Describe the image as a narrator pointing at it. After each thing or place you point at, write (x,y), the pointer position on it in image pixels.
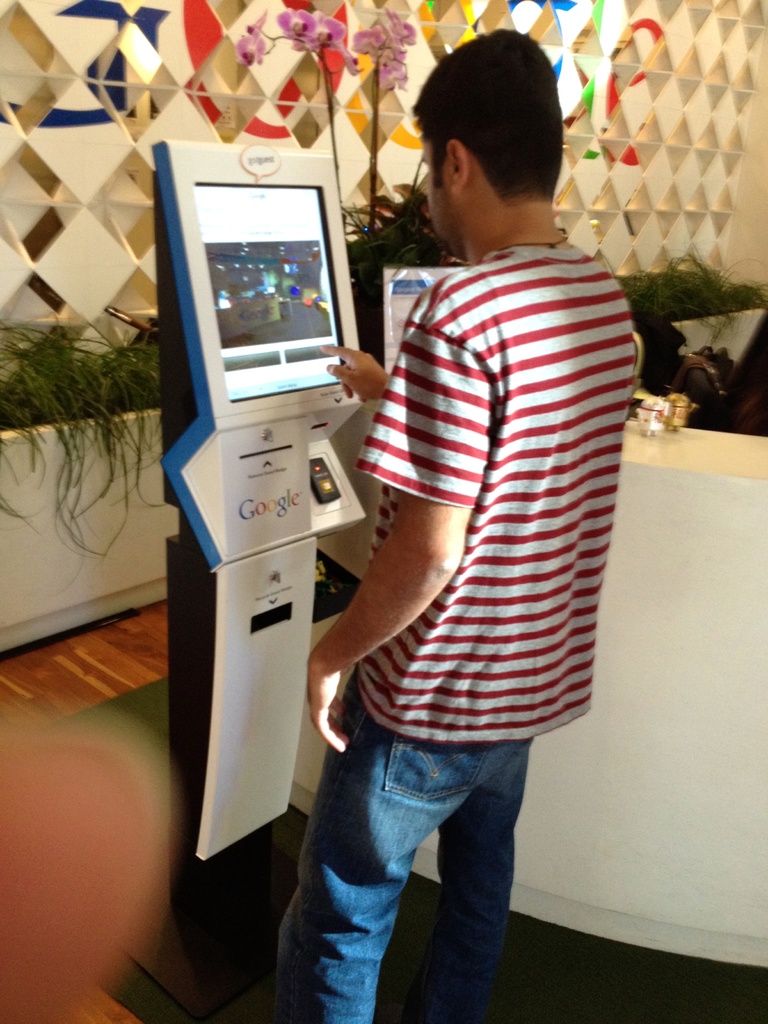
In this picture there is a man (482,91) in the center of the image (485,360), there is a vending machine (279,304) in front of him and there are plants (60,354) and a desk (704,499) in the background area of the image (22,408), there is a decorated wall (639,85) in the background area of the image (403,91).
